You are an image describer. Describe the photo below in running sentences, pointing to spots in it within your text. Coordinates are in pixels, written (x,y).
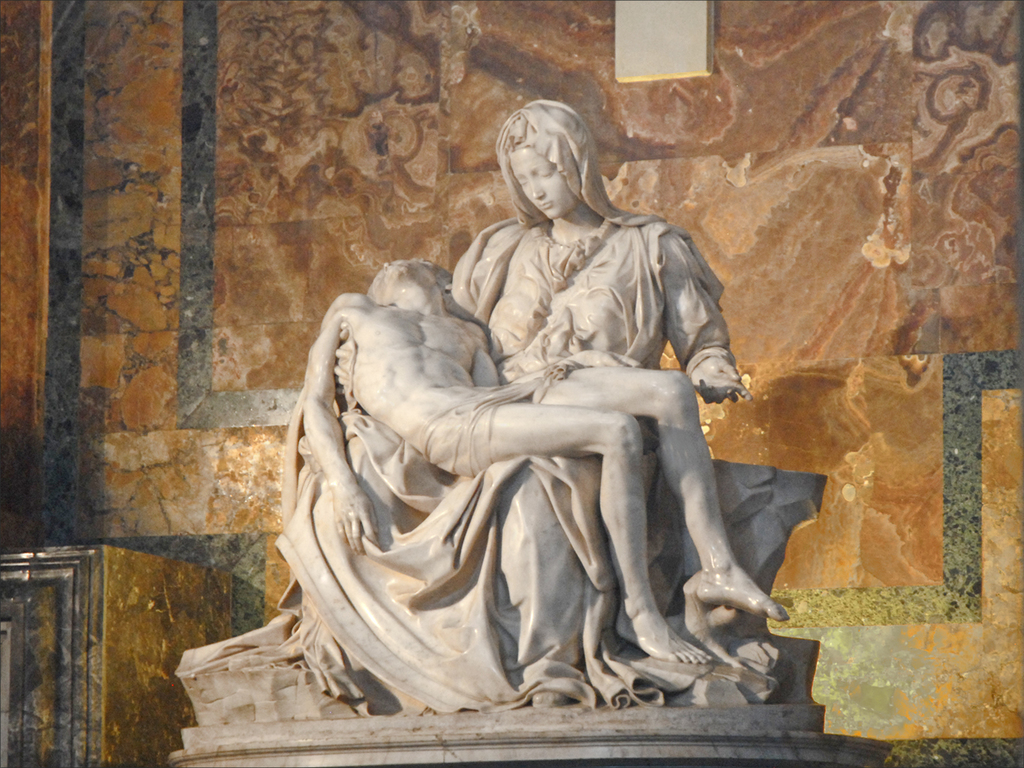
In the middle (452,325) it is a statue (617,316) of a woman (617,320) holding a person (490,401) in her lap (381,430). This is the stone wall (941,120) in this image.
